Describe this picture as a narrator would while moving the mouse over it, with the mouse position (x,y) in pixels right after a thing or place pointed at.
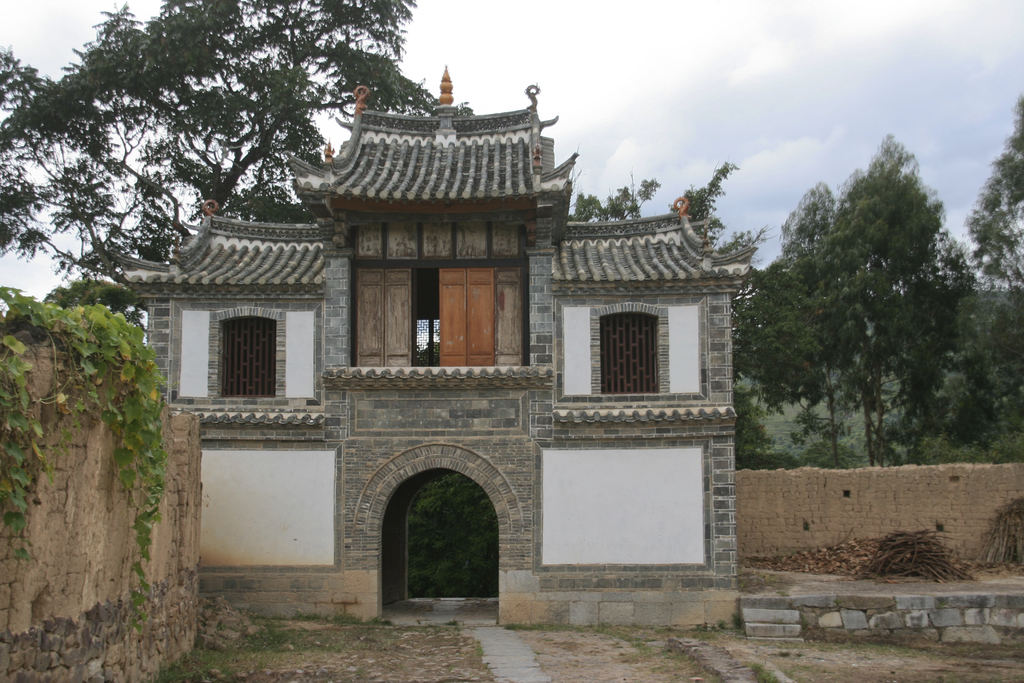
In this image we can see a building (275,504), windows (228,335), doors (394,315), trees (125,300), creepers (123,365) on the walls (127,542), pile of wooden sticks (917,560), ground (870,585) and sky (797,107) with clouds (797,96).
